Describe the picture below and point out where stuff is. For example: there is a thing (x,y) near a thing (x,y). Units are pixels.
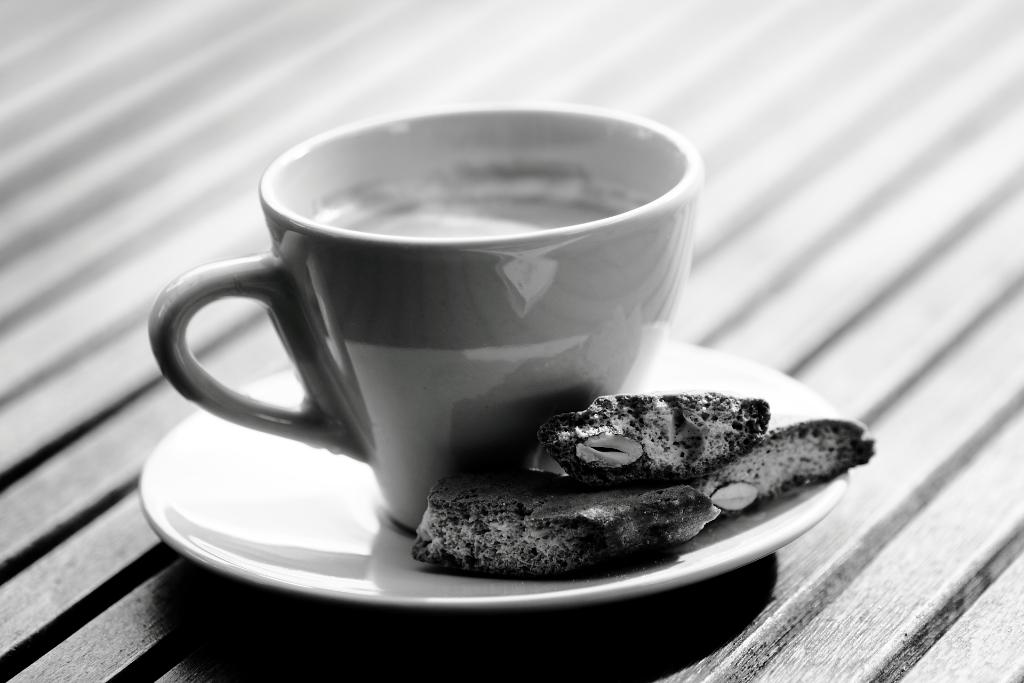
In this image we can see a cup of coffee (404,323), biscuits (431,487) and saucer (341,562) placed on the table (11,560).
